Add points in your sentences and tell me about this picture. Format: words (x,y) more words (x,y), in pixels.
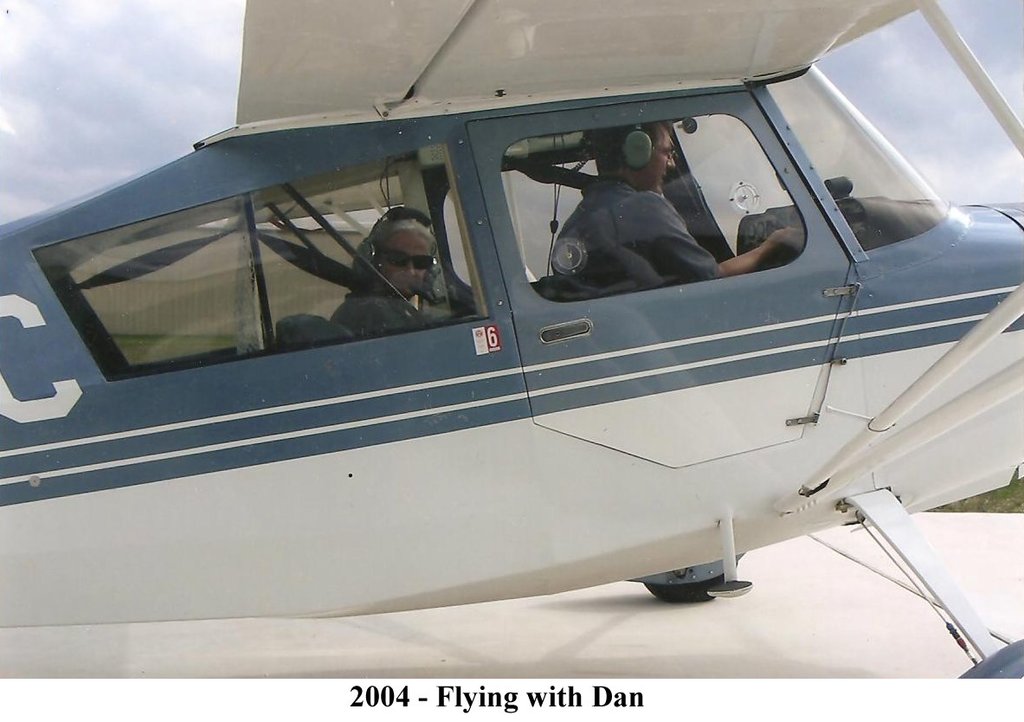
In the center of the image (435,283) we can see persons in aeroplane (554,369). In the background (910,127) we can see sky (162,138) and clouds (154,59).
